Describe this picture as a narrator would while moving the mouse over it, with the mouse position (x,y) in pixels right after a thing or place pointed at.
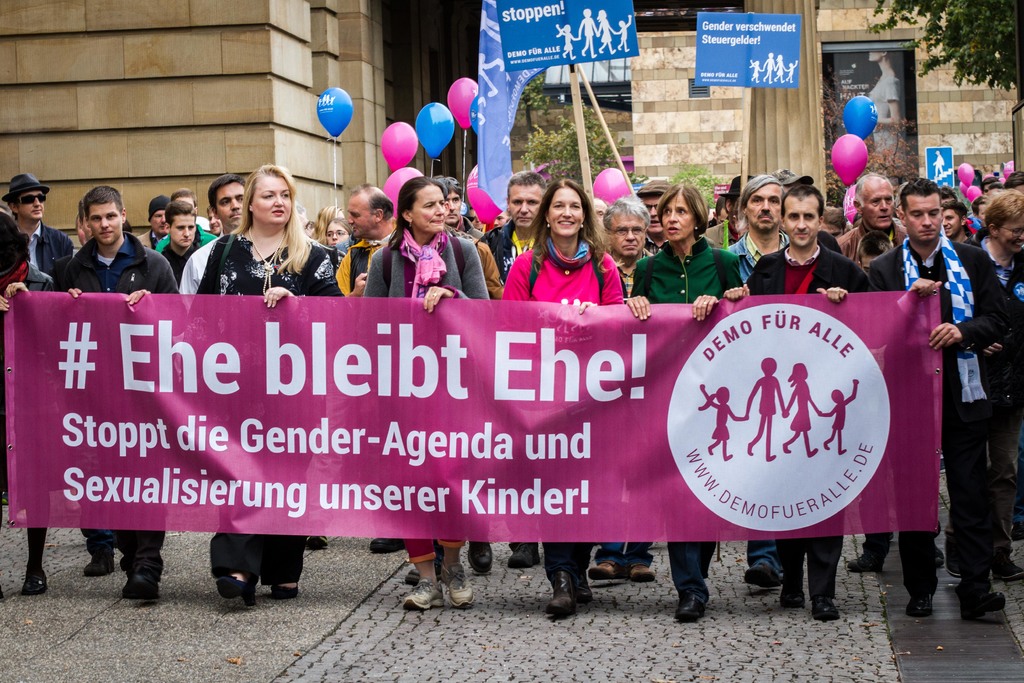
This picture is clicked outside. In the foreground (897,240) we can see the group of people (244,273) standing and holding a banner (173,326) and we can see the text (620,389) and the depictions (801,398) of group of people (762,415) on the banner (171,453). In the center (345,232) we can see the group of people (273,180) seems to be walking on the ground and we can see the balloons (850,168) and the text (720,37) and the depictions (625,45) of group of people (567,33) on the posters (759,66) and on the flag (497,114). In the background (223,103) we can see the building (687,82), curtain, tree (924,27), plants (589,133) and an object (845,67) which seems to be the wall mounted poster (845,85) containing the text (844,90) and a depiction (883,90) of a person (884,117).
